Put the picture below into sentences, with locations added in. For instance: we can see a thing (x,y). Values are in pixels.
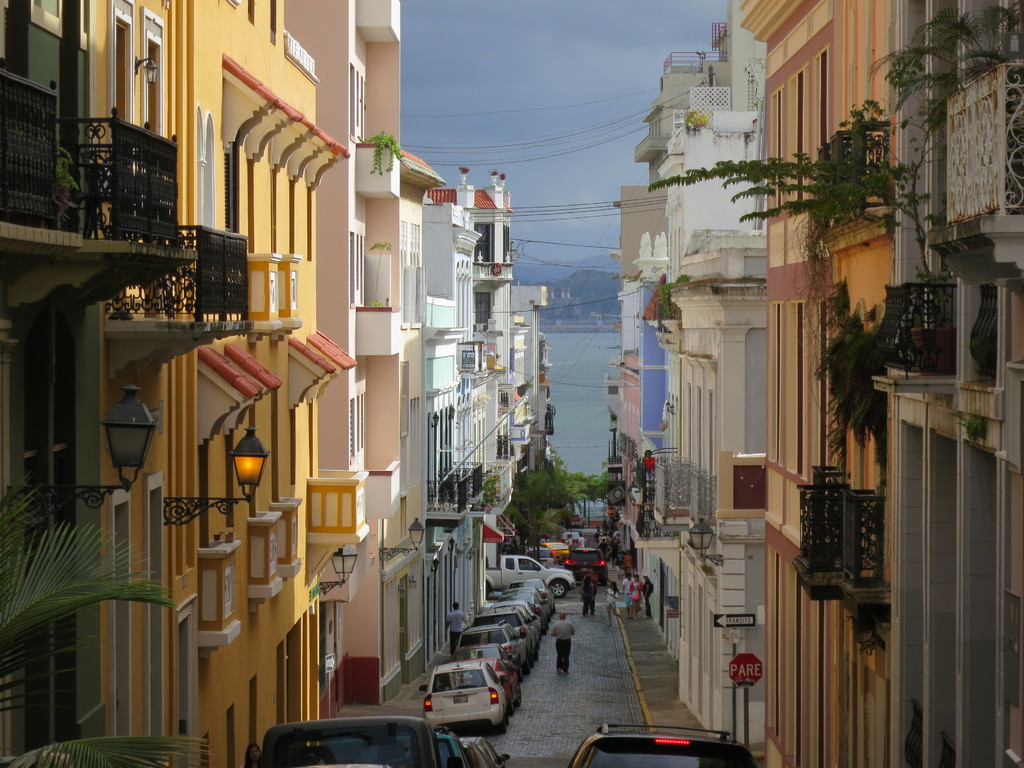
In this image there are buildings (488,468) and there are cars (501,659), persons (608,592) and in the background (581,428) there is a sea (595,417) and there are mountains (580,285). On the top (563,212) in the center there are wires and on the buildings (635,340) there are plants (850,311) and there are lights (252,476).
